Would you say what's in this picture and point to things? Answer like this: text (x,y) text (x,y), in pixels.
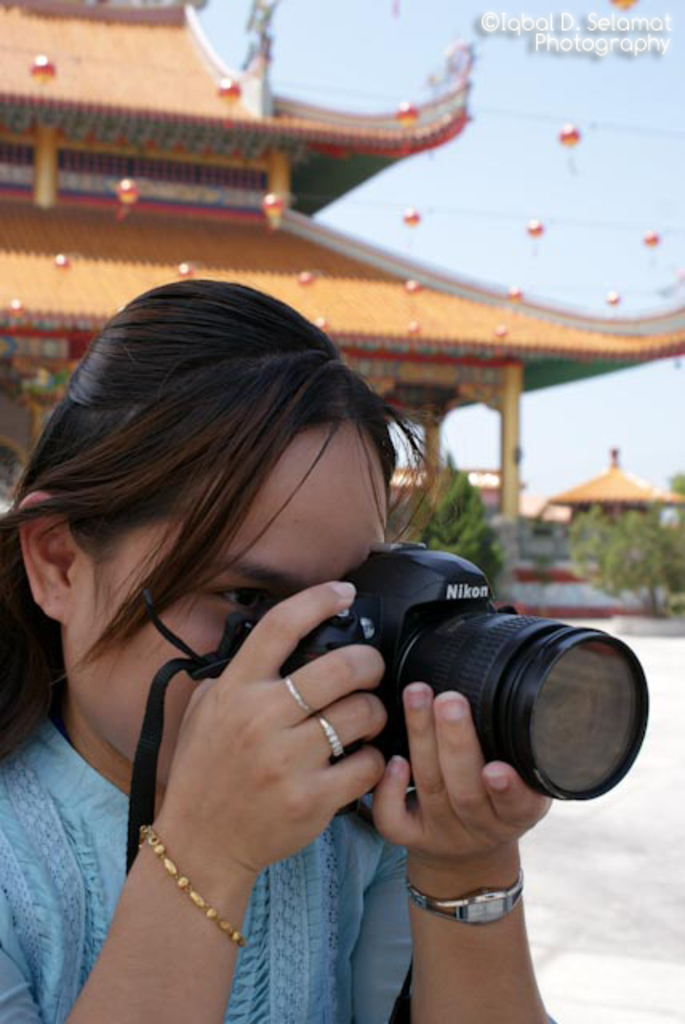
On the left (144,882) there is a woman (167,712) she wear blue dress (330,912) and watch (439,902), her hair (216,507) is short she holds a camera (438,656). In the background (452,329) there is a building (355,272), plants (604,530) and sky (498,170).
